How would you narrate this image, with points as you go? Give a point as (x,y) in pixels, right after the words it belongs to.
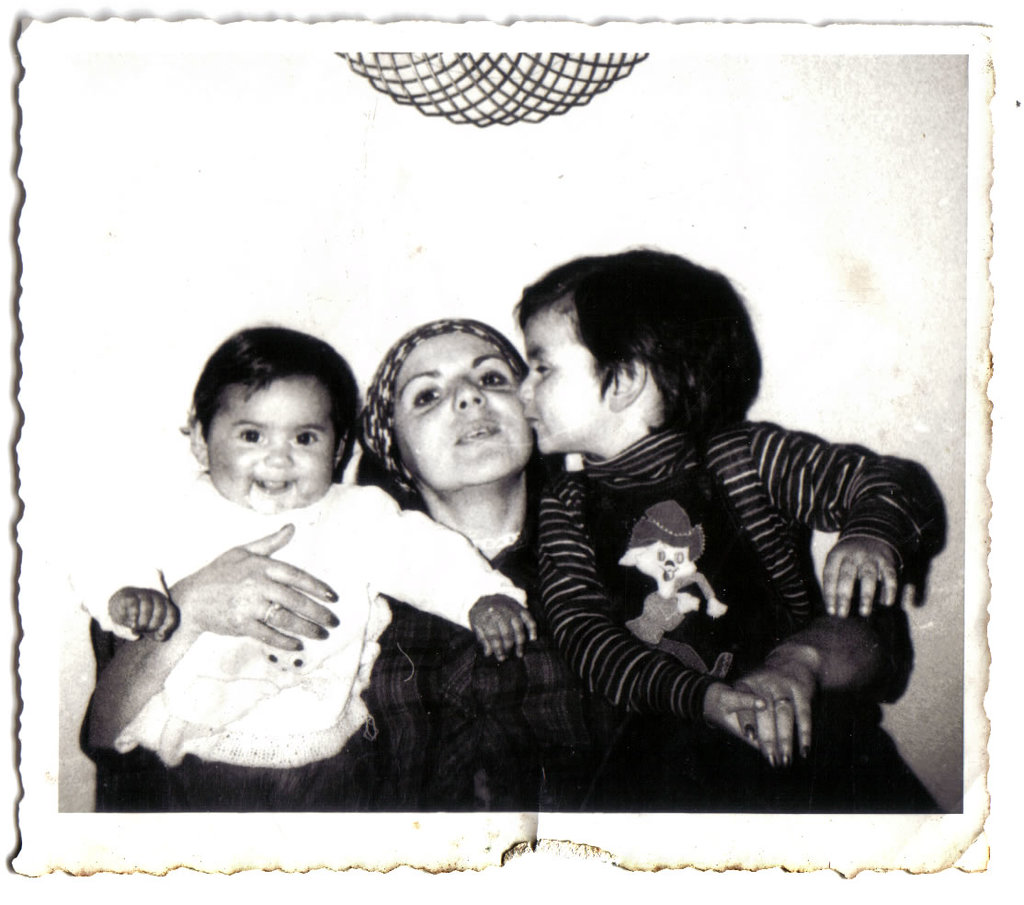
In this image I can see a woman (416,489) and I can see she is holding two babies (566,587). I can also see this image is black and white in colour.
